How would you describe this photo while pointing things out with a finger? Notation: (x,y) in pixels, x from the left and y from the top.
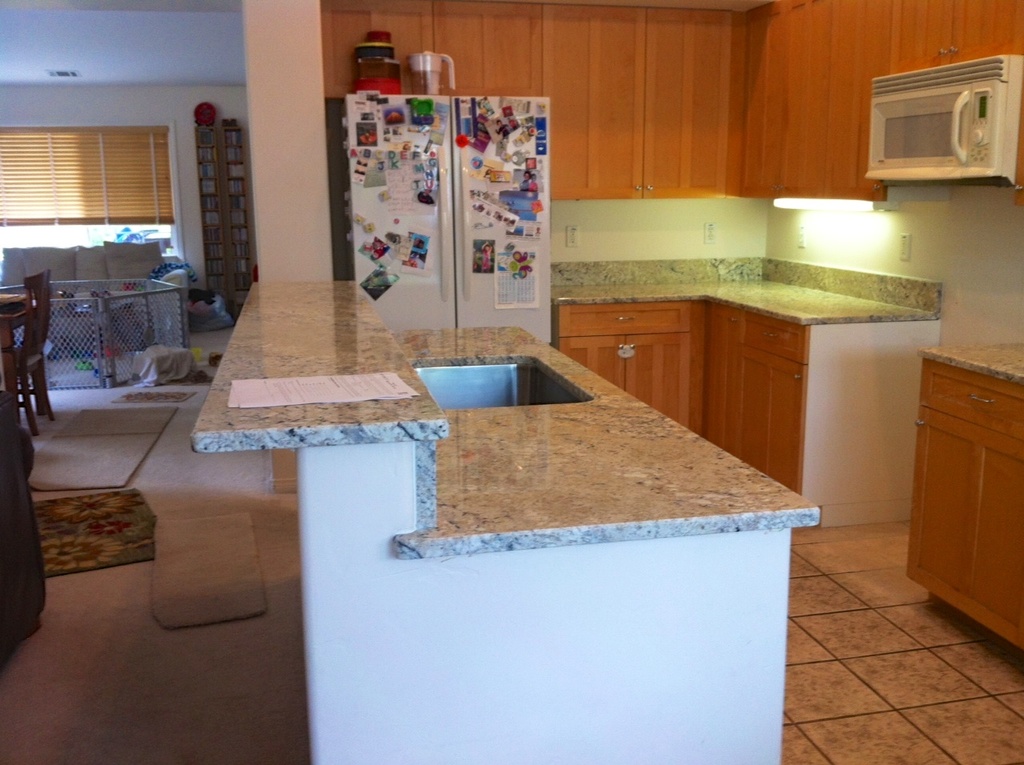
In this image we can see a fridge (485,184), there are some sticky notes (412,184) on the fridge (466,166), there is a jar (416,67) on the fridge (378,112), there are cupboards (554,158), kitchen slab (387,413), a sink (509,390), an oven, also we can see some papers (381,384) on the slab (410,418), there are mats (124,494) on the floor (128,403), there are some objects (209,217) on the racks (205,171), there is a couch (14,283), chairs (32,287), a table (16,305), also we can see light (859,204), and the walls (322,228).
